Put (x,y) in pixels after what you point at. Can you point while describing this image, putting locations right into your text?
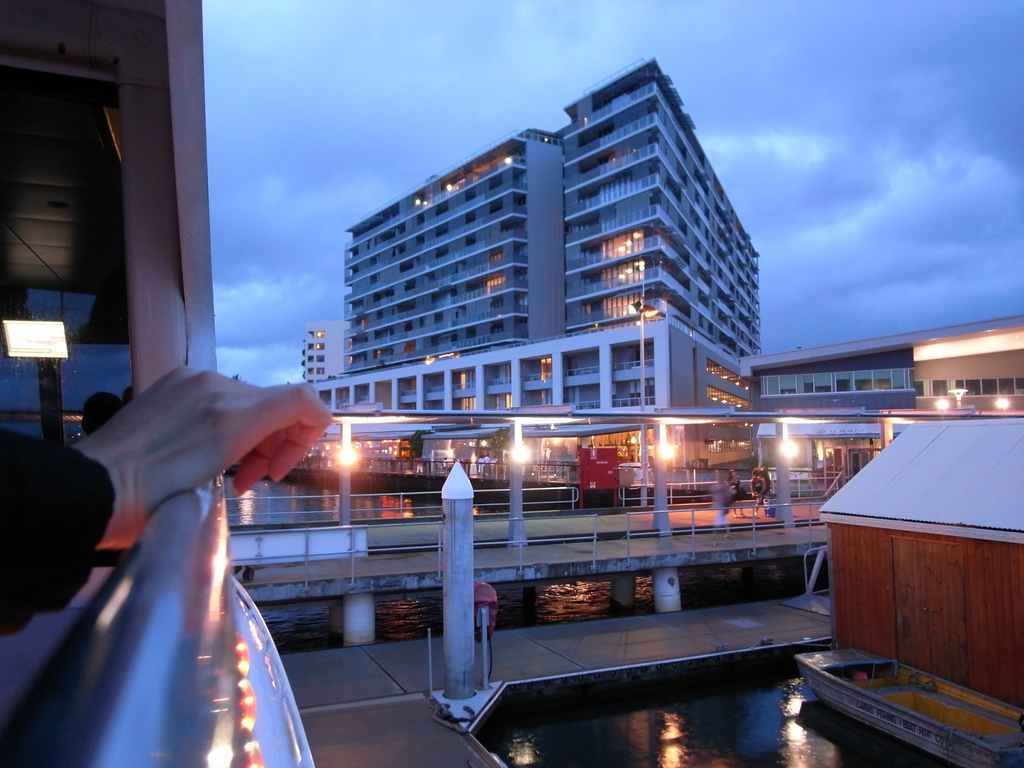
In the image we can see there is a hand (204,469) of a person (222,453) kept on the metal railing (168,516) of the boat (259,752) and there is a bridge (659,430). Behind there are lot of buildings (579,283) and there is a cloudy sky (229,190).
